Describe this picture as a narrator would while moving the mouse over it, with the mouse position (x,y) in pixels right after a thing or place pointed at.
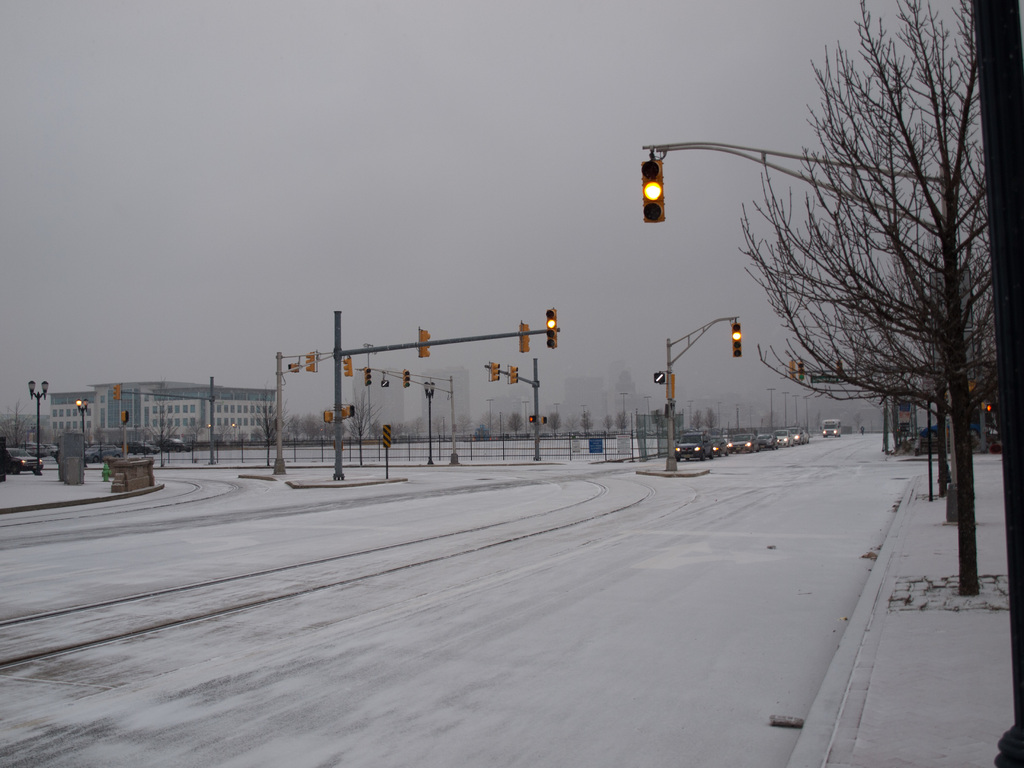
In this image there is snow (472,601) on the road (433,518). There are cars (699,439). There are traffic lights (325,415), street lights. There are boards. There is a metal fence (352,446). In the background of the image (275,422) there are buildings (391,389), trees (989,340) and sky (369,162).
